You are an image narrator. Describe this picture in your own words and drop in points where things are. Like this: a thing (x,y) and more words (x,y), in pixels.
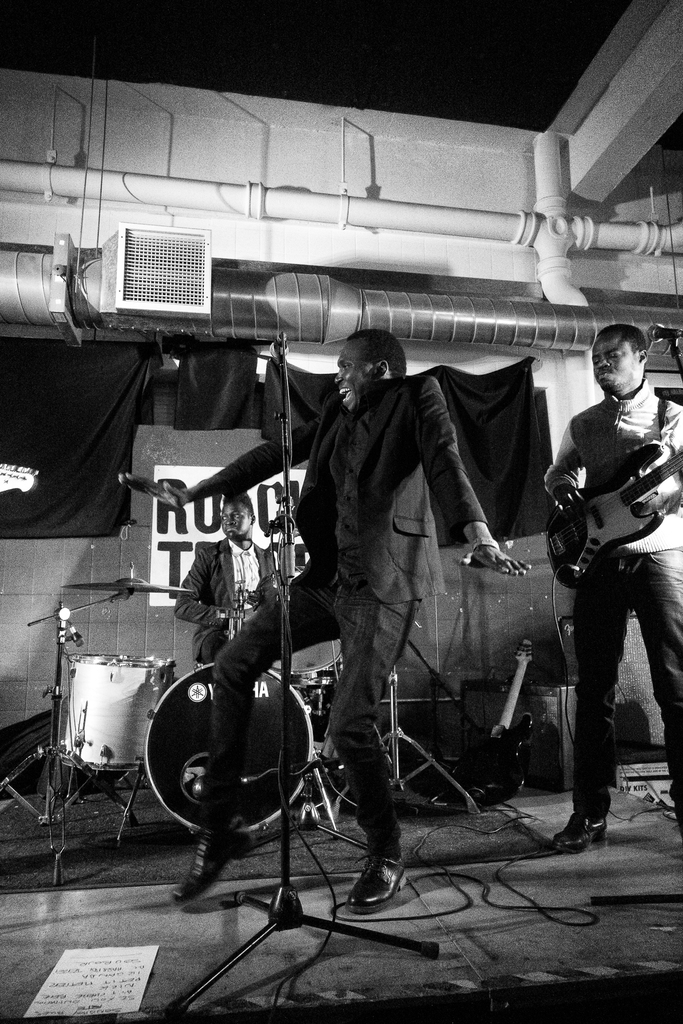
In this image on the right side (615,566) there is one man (597,617) who is standing and he is playing a guitar (609,495) and on the left side (218,673) there is one man (322,617) who is dancing in front of him there is one mike (280,898), and on the floor (475,896) there are some wires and one paper (95,962) is there and on the background (237,567) there is another person (214,577) who is sitting and drumming. On the top (214,34) there is ceiling (602,54) and wall (115,166) and some pipes (240,197) are there.
